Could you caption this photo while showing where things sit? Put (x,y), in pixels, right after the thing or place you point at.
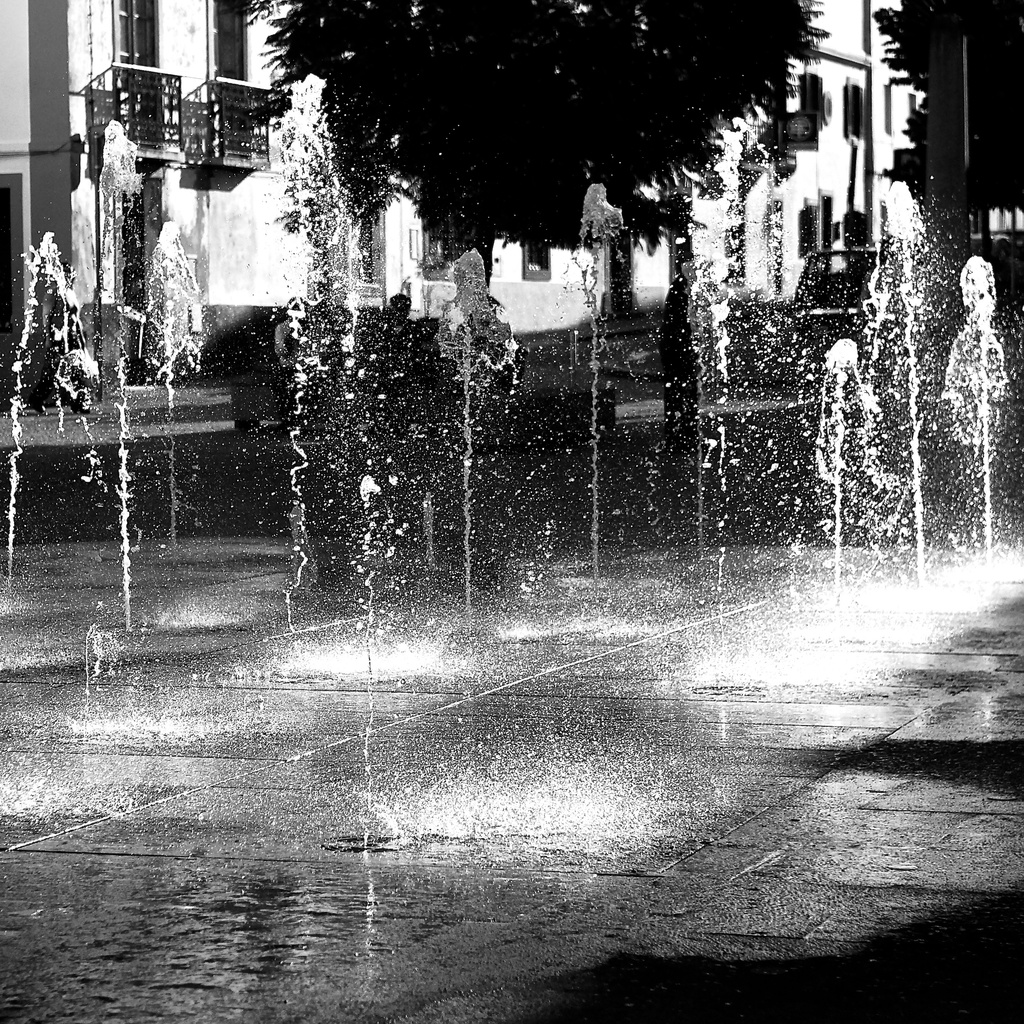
In the foreground of this black and white image, there are fountains (915,584). In the background (575,278), there are trees (626,97), buildings (836,134) and few vehicles (822,295).
